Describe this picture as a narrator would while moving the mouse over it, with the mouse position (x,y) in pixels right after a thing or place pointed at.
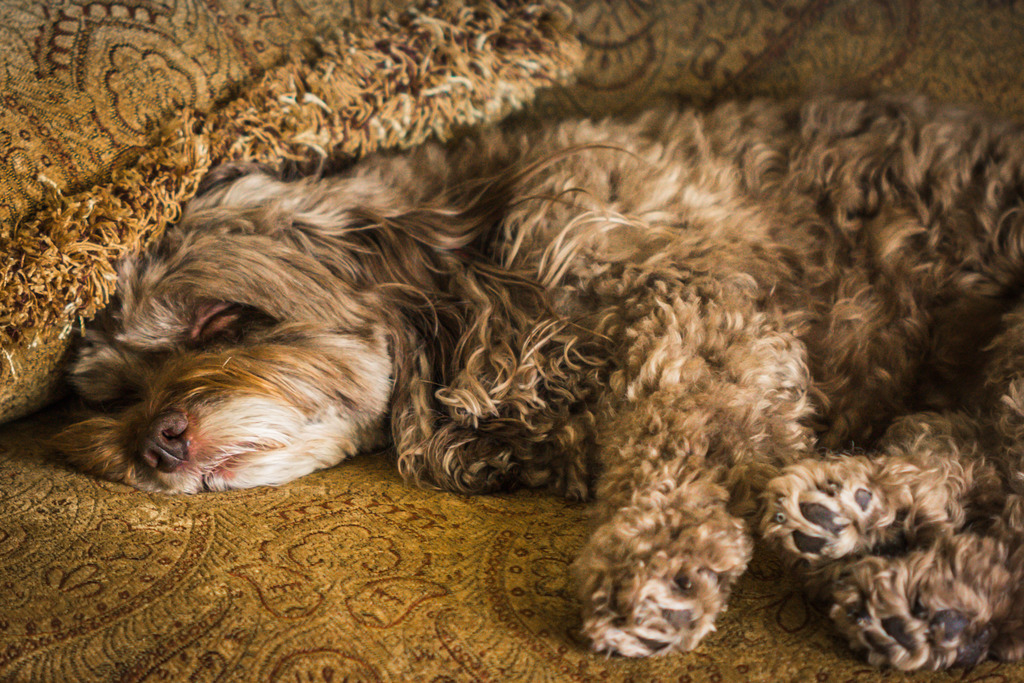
In this image we can see a dog (644,299) sleeping on the couch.
